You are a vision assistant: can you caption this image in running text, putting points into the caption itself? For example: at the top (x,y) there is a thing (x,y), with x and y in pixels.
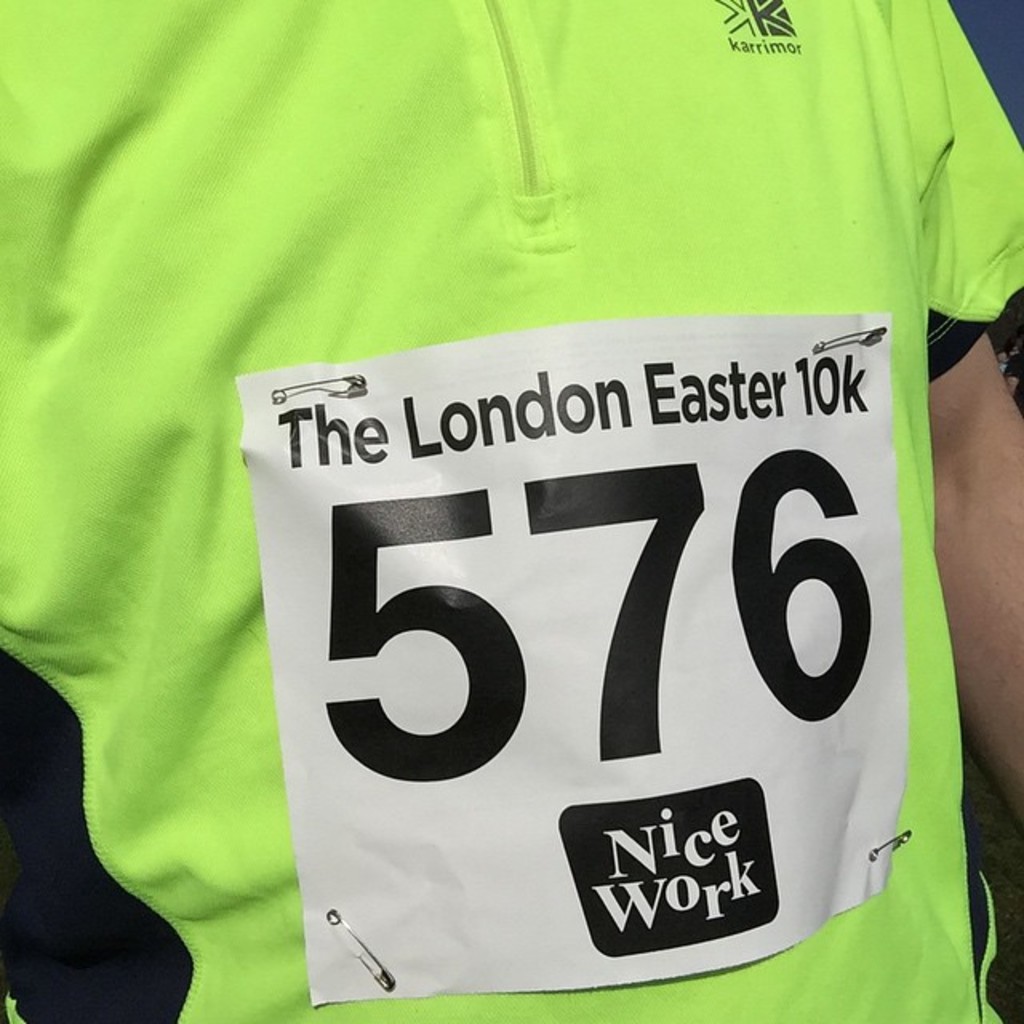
In this image we can see the person (776,153) with a green color shirt (786,169) and there is the poster (674,621) with text (702,403) and number (638,708) attached to the shirt (877,132).
